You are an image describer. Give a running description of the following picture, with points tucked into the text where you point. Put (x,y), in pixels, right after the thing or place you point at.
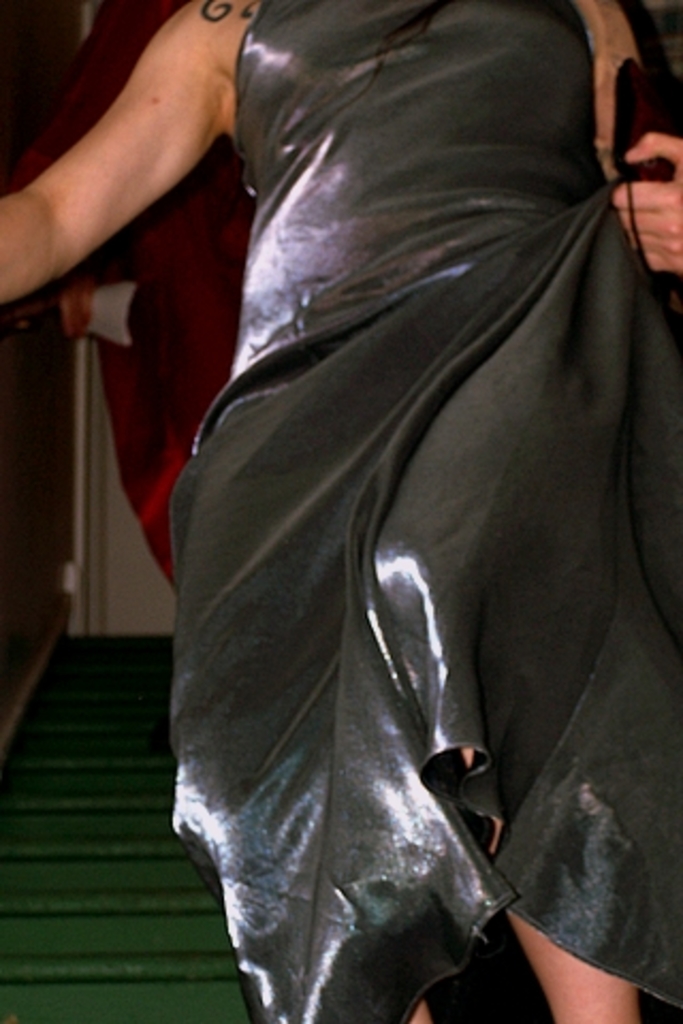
In this image we can see a lady (412,510). In the background (117,699) there are stairs (117,746).
